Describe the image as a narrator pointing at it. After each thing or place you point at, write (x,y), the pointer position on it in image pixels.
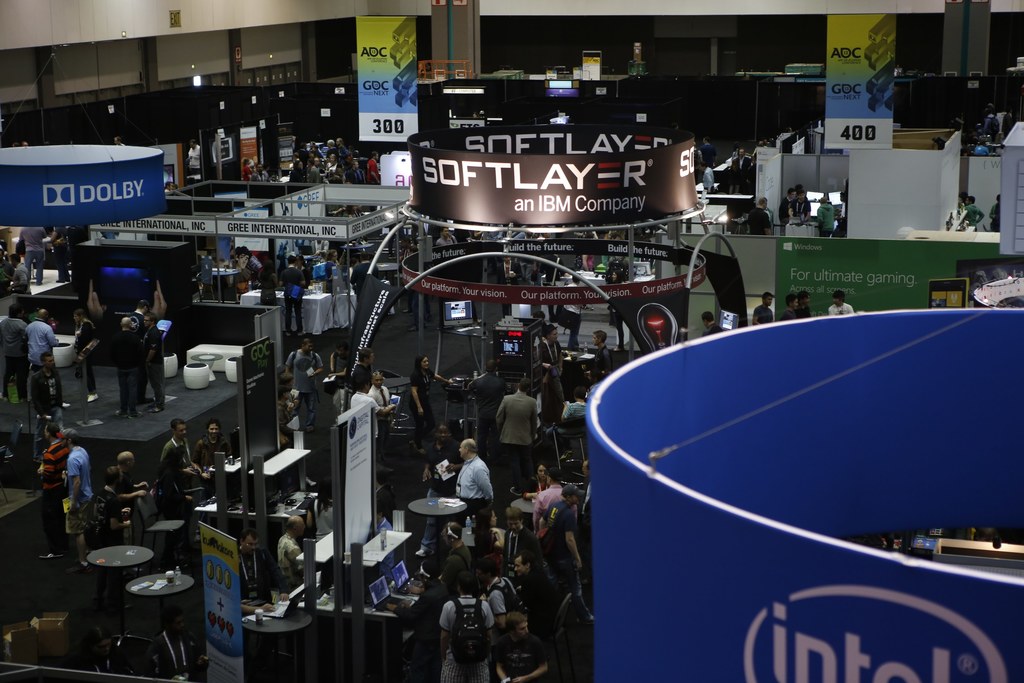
In this image in the center (419,450) there are persons (428,394) standing and there are banners (229,548) with some text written on it, and there are monitors (504,348), keyboard (282,608), tables (108,562). In the background (411,132) there are banners (538,144) with some text (848,130) on it and there is a wall (293,32).
